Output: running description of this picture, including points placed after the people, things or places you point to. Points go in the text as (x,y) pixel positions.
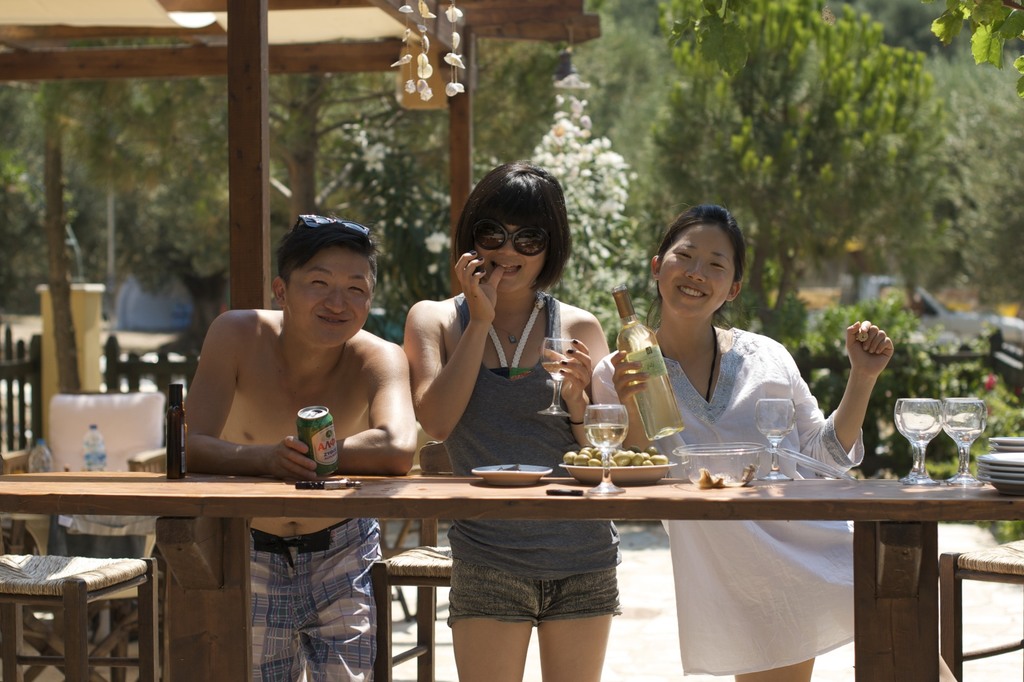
In this photo three people (436,359) are standing. The left one (295,395) is holding a can (322,436). The middle one (460,362) is holding a glass (548,357). The right one (600,383) is holding a bottle (656,374). In front of them there is a table (591,518). On the table (782,492) there are bowl (707,467), food (624,465), glasses (911,477), plates (635,471). Beside them there are chairs (120,416). In the background (173,266) there are trees (631,142) and truck (867,290).
